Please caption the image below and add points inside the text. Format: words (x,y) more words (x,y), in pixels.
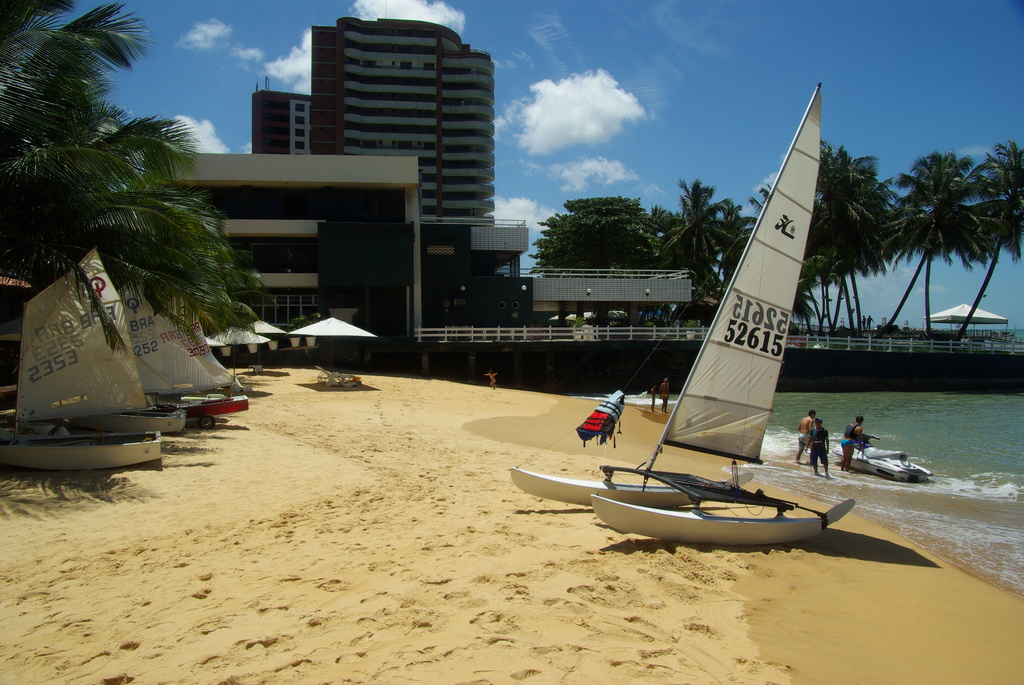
This is a beach (468,541). On the right side (955,479), I can see the water (962,468) and there are few people (803,431) standing and also I can see few boats (894,466). On the left side (150,417) also there are few boats (140,412) placed on the ground (72,519). In the background (614,253) there are few buildings (412,239) and trees (651,246). At the top of the image (690,49) I can see the sky (693,78) and clouds (558,115).
